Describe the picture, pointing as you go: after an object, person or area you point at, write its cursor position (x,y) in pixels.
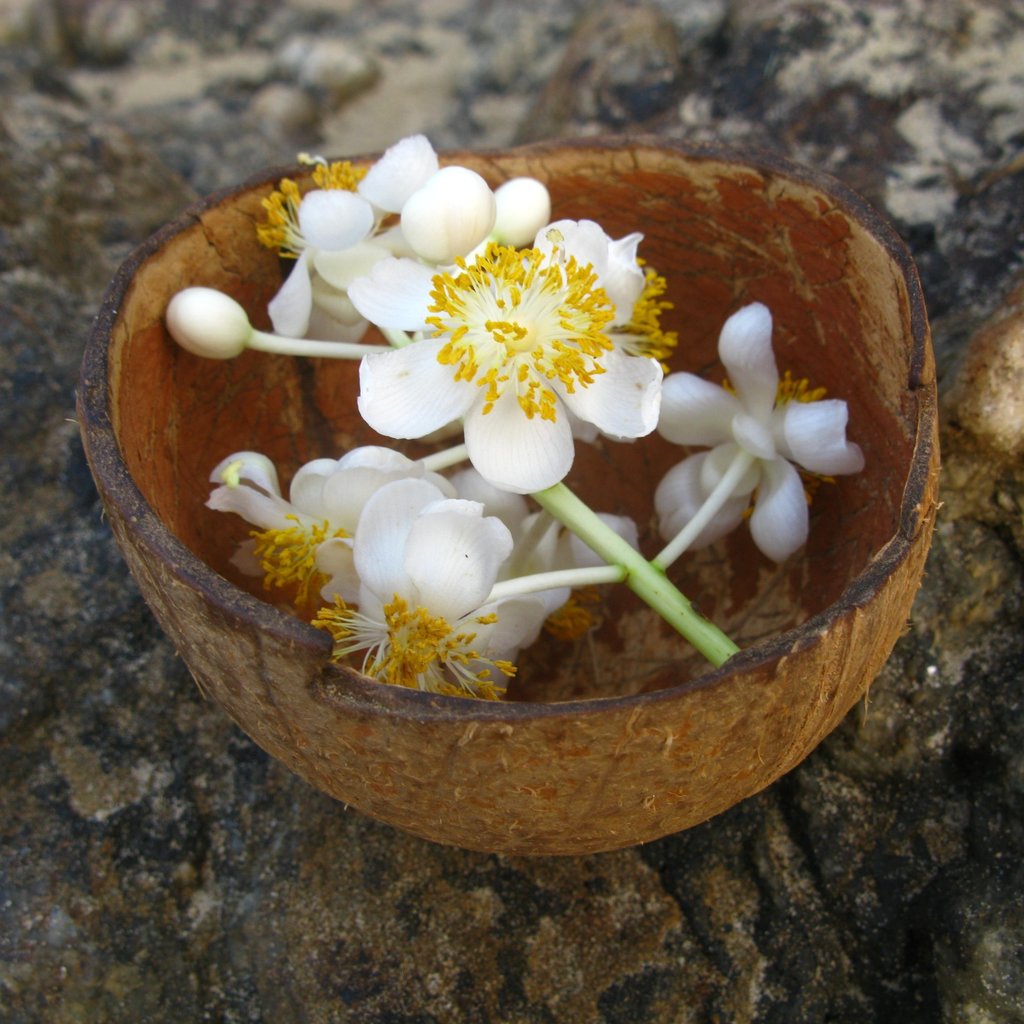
In this picture we can see a dry coconut shell (502,771) on the rock (723,885) and in the dry coconut shell (529,718) there are flowers (489,435) and buds (536,202).
